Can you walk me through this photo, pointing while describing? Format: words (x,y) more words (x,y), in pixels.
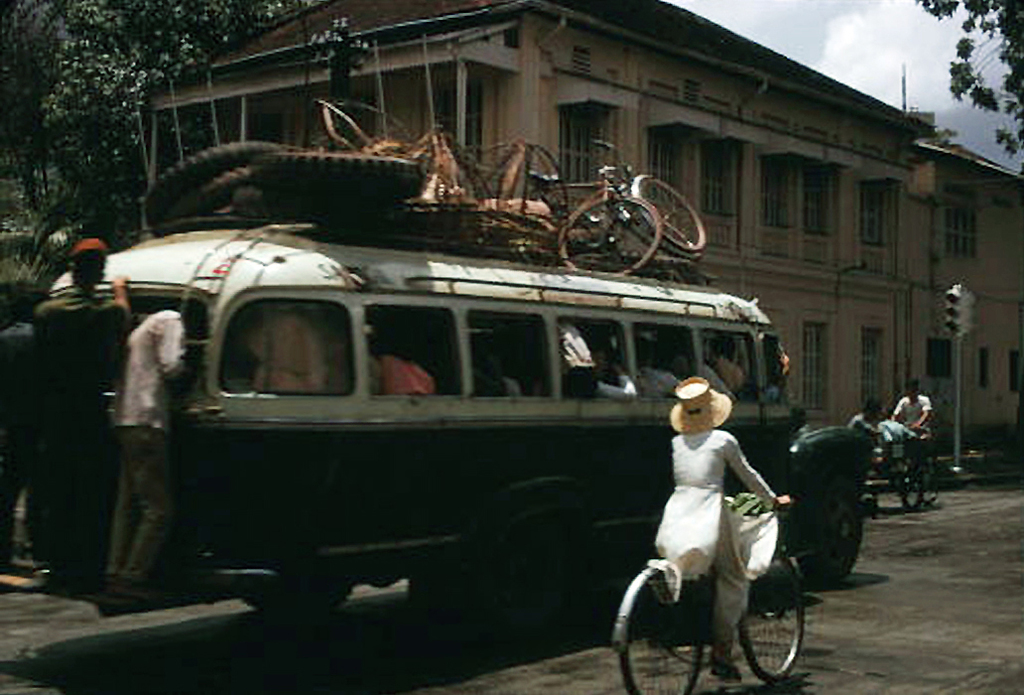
In the image I can see people (421,381) among them some are in a vehicle (472,368) and some are sitting on bicycles (706,611). On the vehicle (452,447) I can see bicycles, tires (345,193) and some other objects (426,208). In the background (455,133) I can see buildings (726,114), traffic lights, trees (151,11) and the sky (894,15).
